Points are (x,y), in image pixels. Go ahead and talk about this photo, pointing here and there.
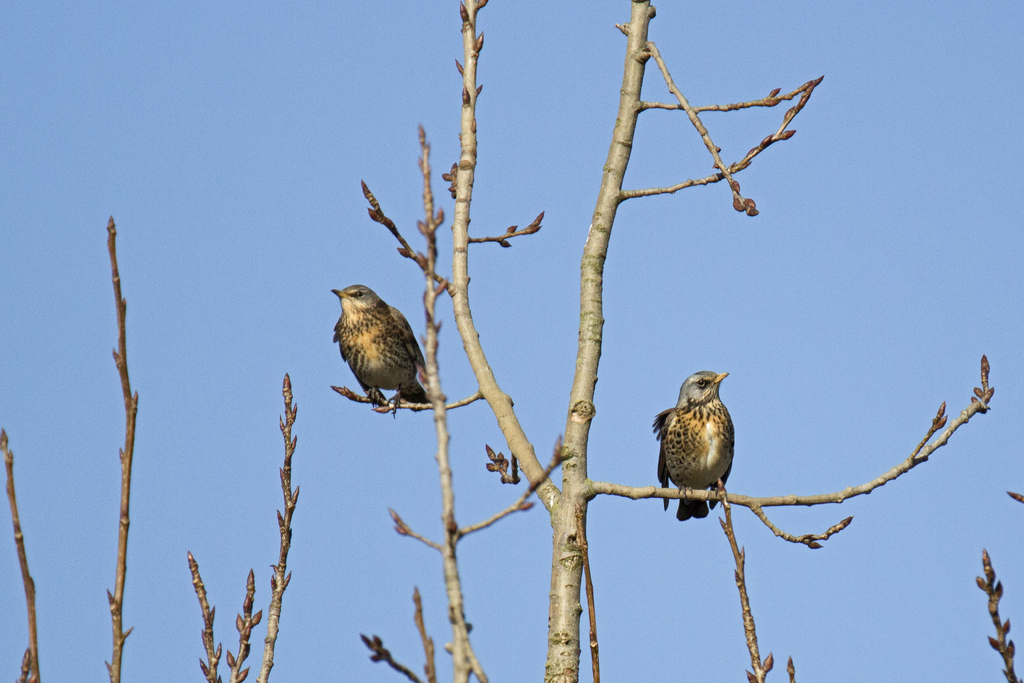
In this image, there are trees (563,567) and I can see birds (384,364) on the branches (439,416). In the background (348,190) there is the sky (269,192).
